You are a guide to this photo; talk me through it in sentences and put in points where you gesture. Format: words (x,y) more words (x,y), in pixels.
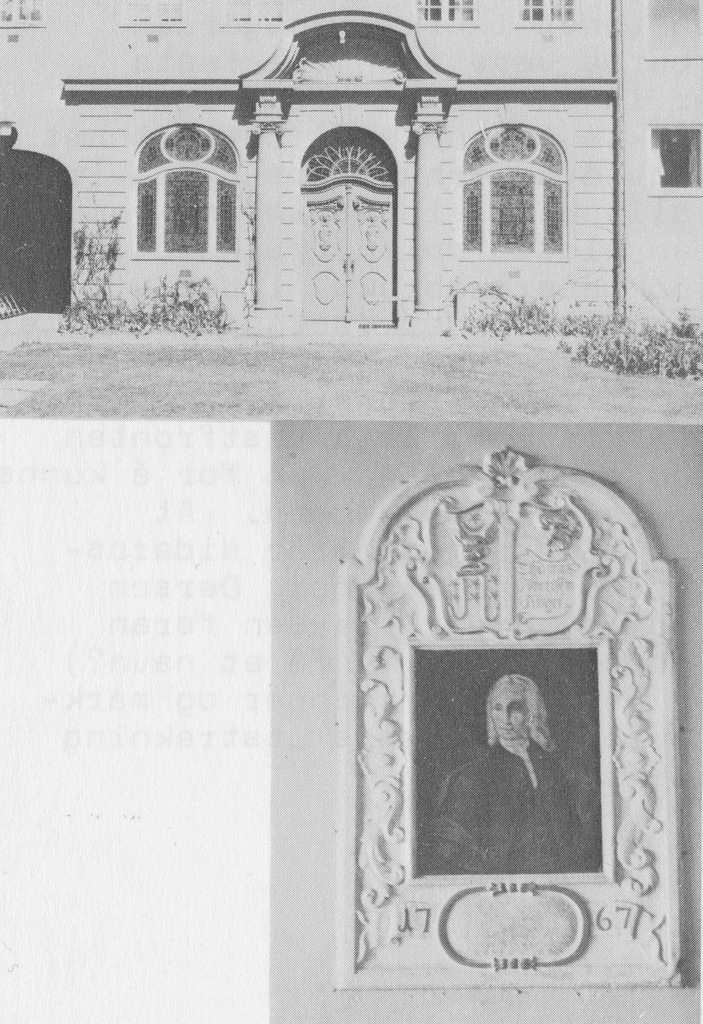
This image is collage image as we can see there is a building (366,271) at top of this image (240,238) and there is a photo frame (528,767) is attached on the wall (304,774) at bottom of this image (473,769).
